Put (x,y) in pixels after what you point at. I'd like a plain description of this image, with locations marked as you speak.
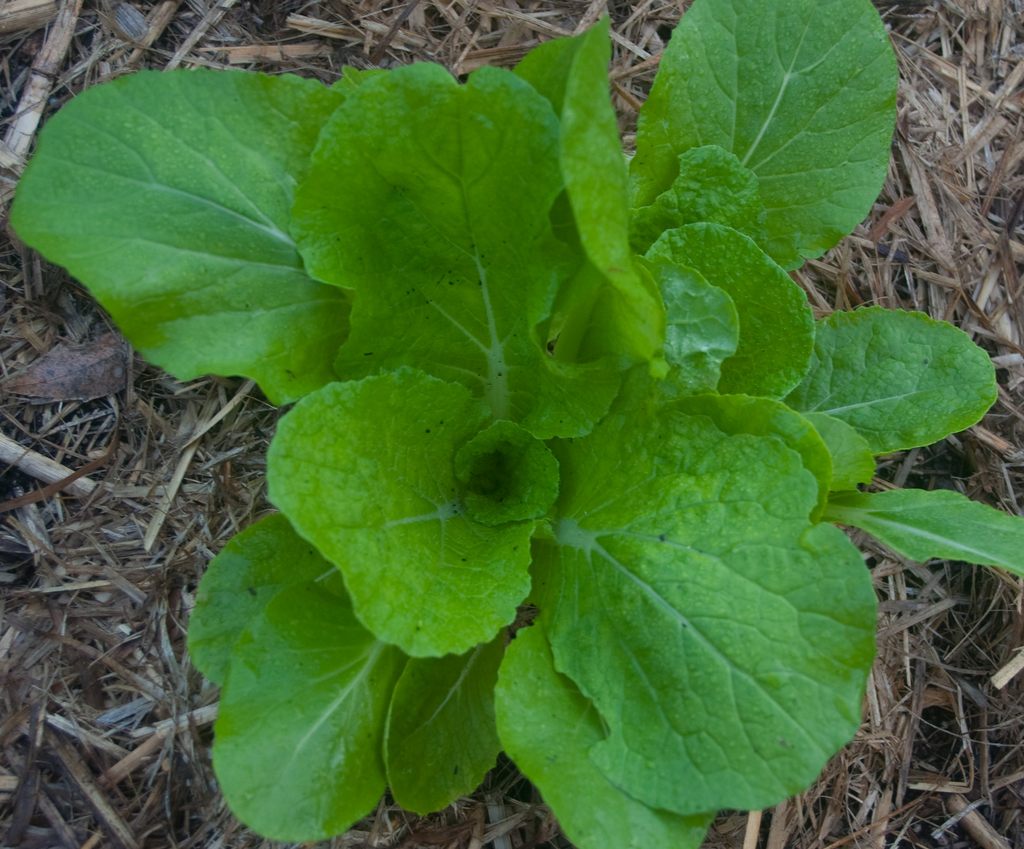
This image consists of green leaves (539,551). At the bottom (50,606), there is a ground (64,541) and dry grass (96,679).
